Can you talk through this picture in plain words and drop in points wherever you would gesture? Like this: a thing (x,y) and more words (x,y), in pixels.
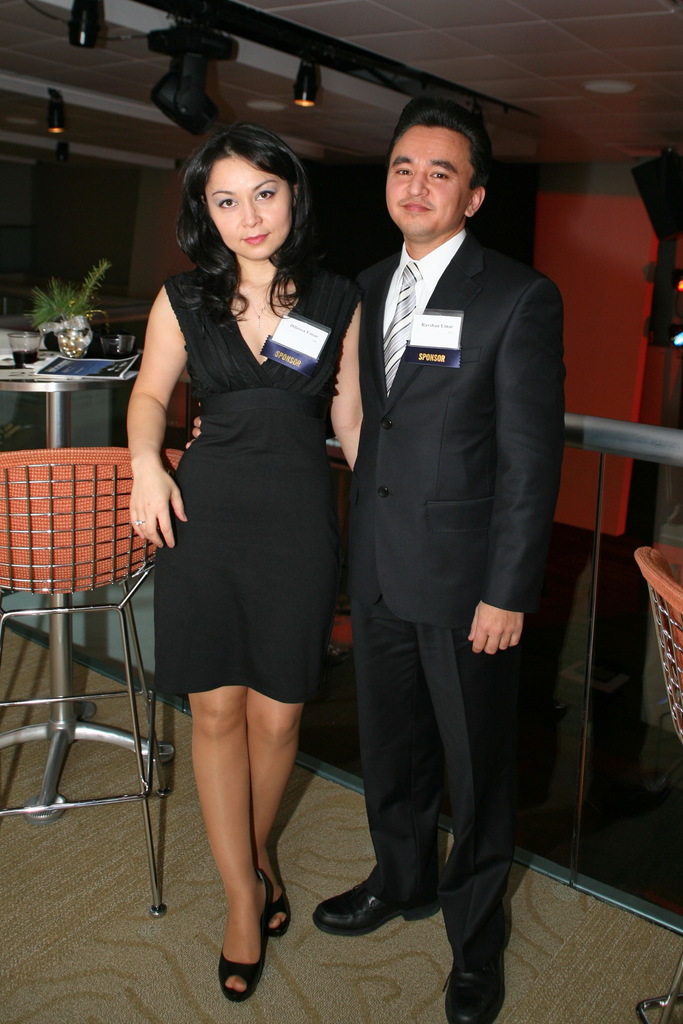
In this image we can see a man (464,920) and a woman (319,489) are standing and posing for a photo and on the left side of the image (110,517) we can see a chair (100,523) and a table (49,435) with some objects (51,340) and there are some lights (177,63) attached to the ceiling (579,55).
